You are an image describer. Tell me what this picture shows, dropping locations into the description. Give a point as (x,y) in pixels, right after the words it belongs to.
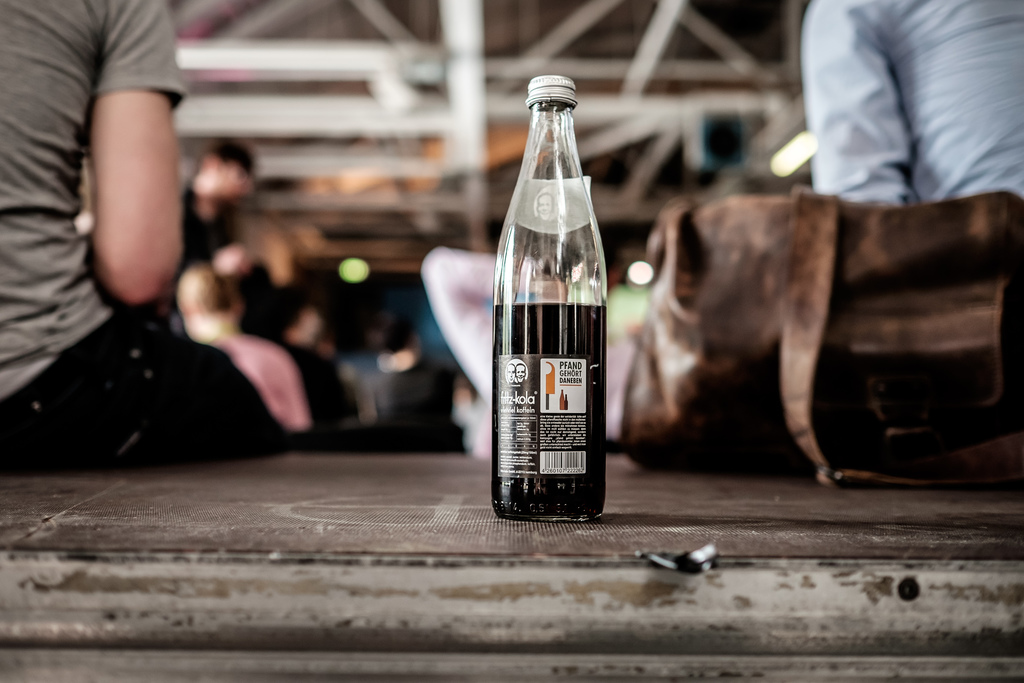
In this picture we can see a bottle (493,396) and persons (932,175) sitting on a floor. This is a handbag (802,352) in brown colour. Background of the picture (347,303) is blur.
